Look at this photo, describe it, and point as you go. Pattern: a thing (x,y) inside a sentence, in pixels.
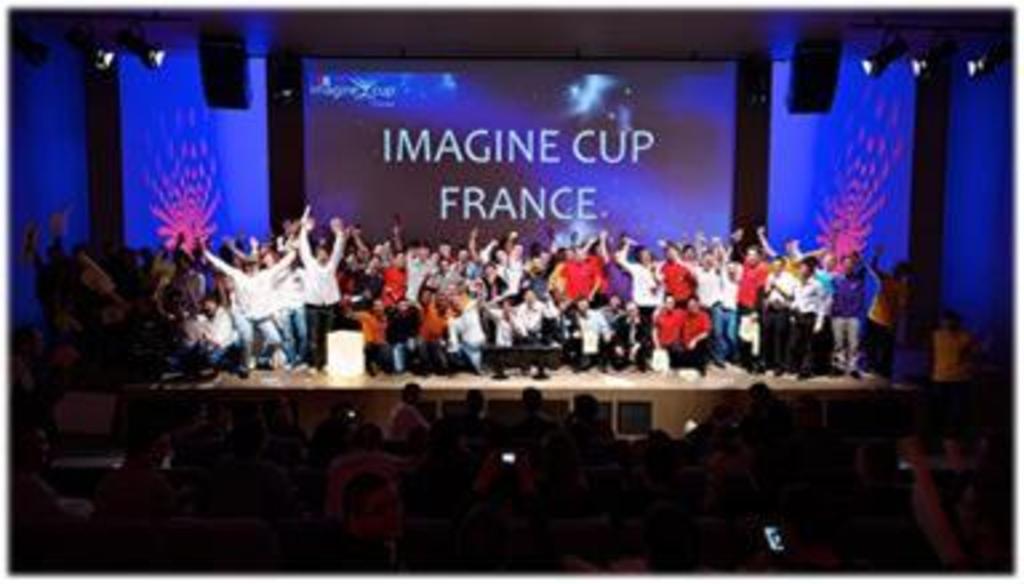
In this image we can see there are groups of people (621,348). Behind the people (671,338) there are screens (713,150). At the top of the image (97,43) there are lights (157,54) and objects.
